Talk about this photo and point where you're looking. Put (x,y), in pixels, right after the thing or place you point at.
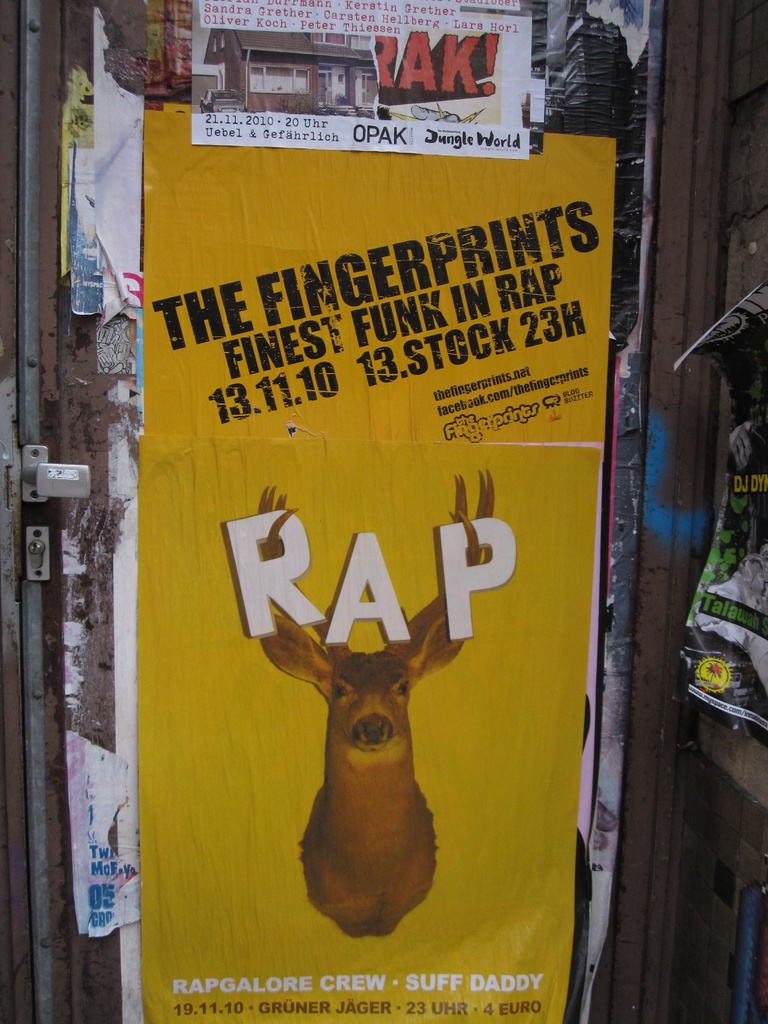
In this image we can see a door (310,566) with poster (274,264) and we can see a text (298,400) and image (371,65) on the poster (199,676). Beside the door (343,808), we can see the wall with poster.
